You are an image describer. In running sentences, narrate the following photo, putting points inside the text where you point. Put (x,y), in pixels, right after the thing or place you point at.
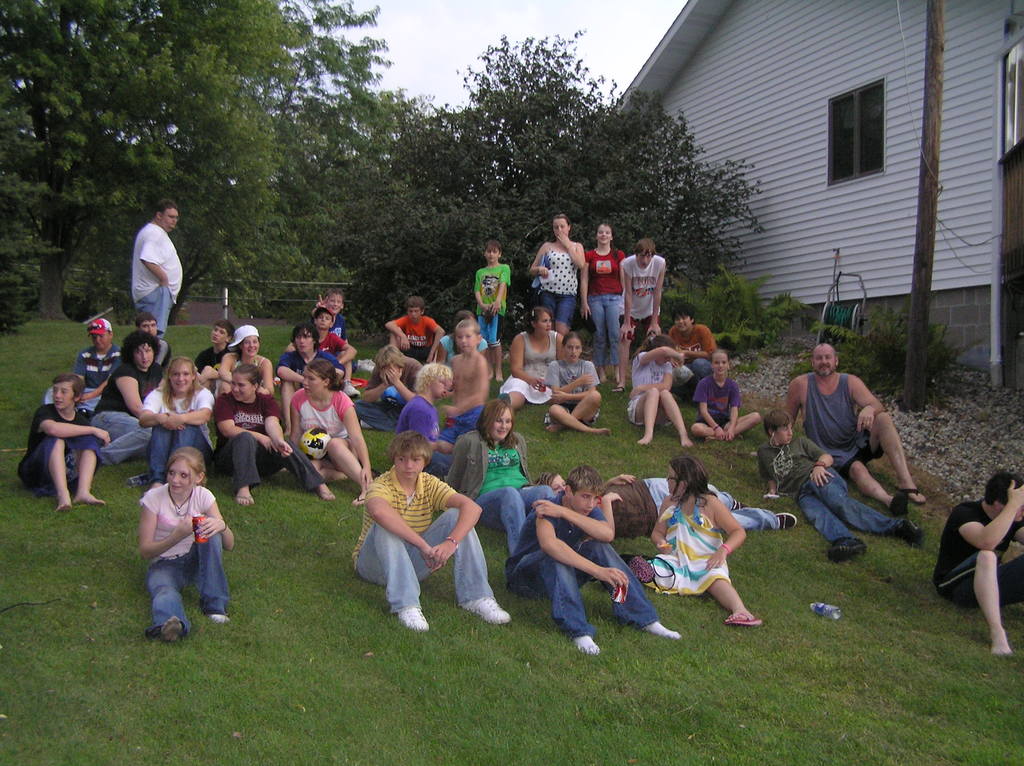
In this image we can see a few people (210,590) on the ground (246,552), among them, some people (814,494) are holding the objects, there are trees (337,218), grass (258,559), windows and a house (852,195).
